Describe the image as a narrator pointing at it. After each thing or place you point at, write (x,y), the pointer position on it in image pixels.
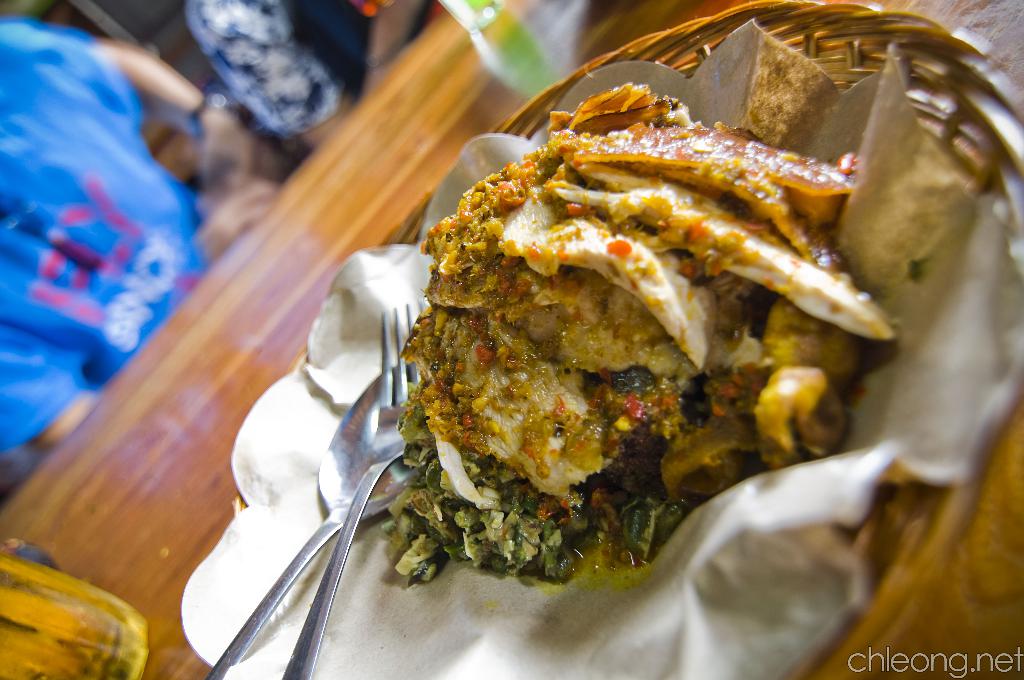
In the image there is some cooked food item (640,289) served in a bowl (525,125) made up of wooden objects (917,73) and the background of the food item (489,255) is blur, there is a fork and a spoon (358,446) beside the food item (473,325).
